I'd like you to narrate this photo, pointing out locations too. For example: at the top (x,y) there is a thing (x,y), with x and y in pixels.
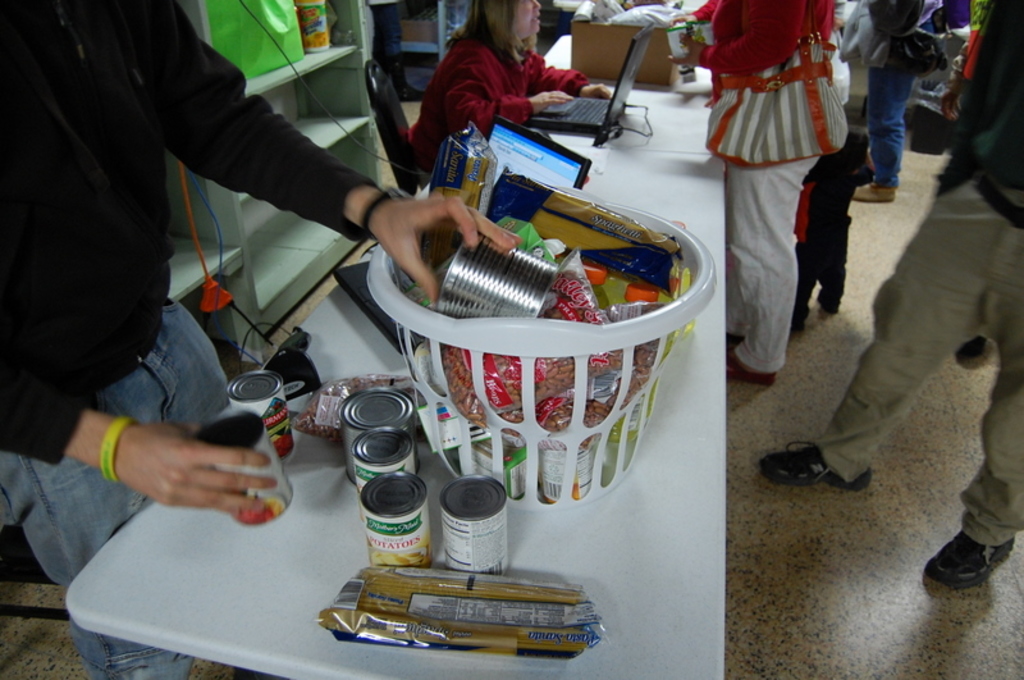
In this image I can see the group of people (960,60) with different color dresses (975,50). I can see the table (225,610) in-front of few people (10,388). I can see the laptops (605,119), tins (477,274) and few objects (522,185) in the basket (499,329). I can see the cardboard box (606,71) with few more objects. I can see some objects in the wooden rack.
